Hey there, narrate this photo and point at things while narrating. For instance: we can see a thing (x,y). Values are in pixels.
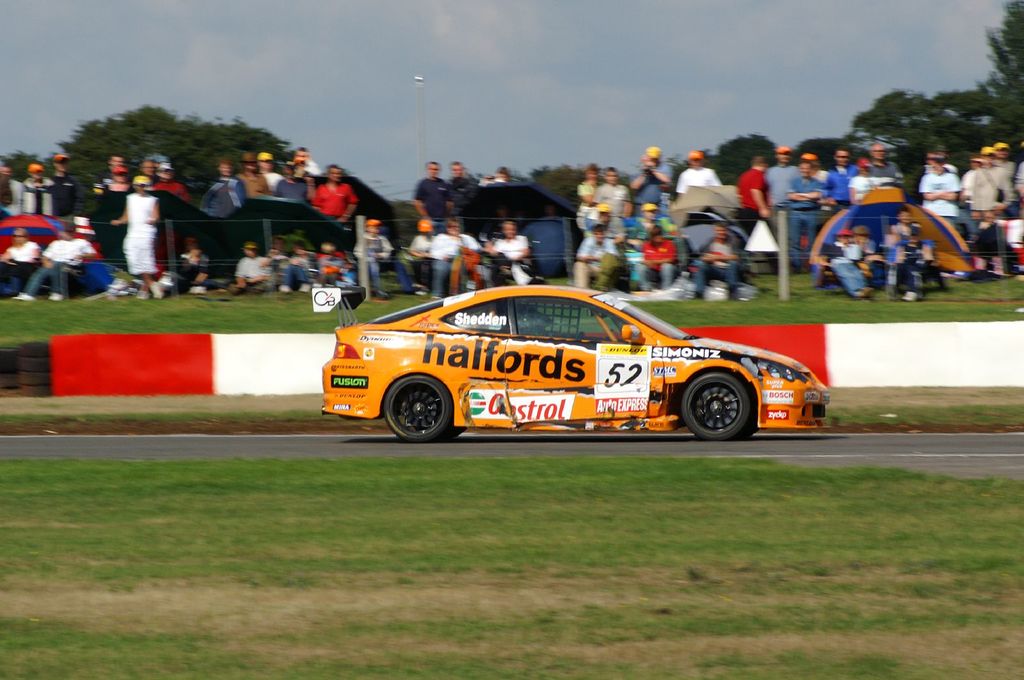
In this picture we can see grass (407,570) at the bottom (370,517), there is a car (492,409) traveling on the road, in the background (587,255) there are some people (604,220) standing and some people (645,224) are sitting, we can also see trees (914,130) in the background (148,140), there is the sky (562,66) at the top of the picture (521,46), on the right side (881,214) we can see a tent (933,238).
